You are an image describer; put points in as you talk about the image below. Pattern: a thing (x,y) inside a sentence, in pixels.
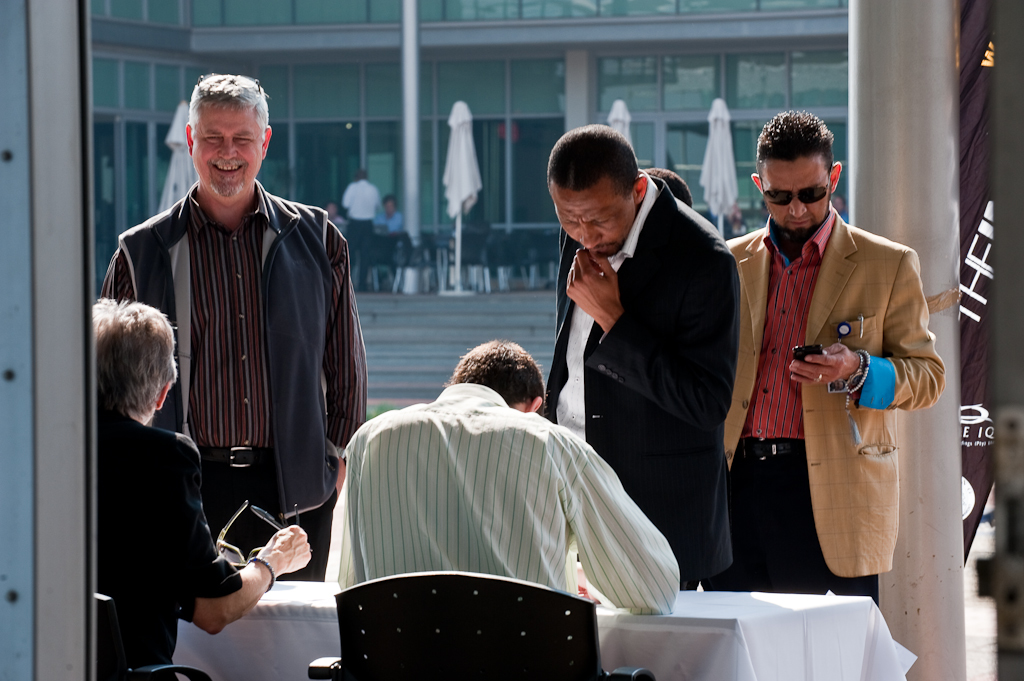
In this image I can see people (315,376) where few are sitting on chairs (556,672) and few are standing. I can see most of them are wearing shirt (812,248) and here I can see one of them is wearing shades (777,191). In the background (410,250) I can see few chairs (383,254), few white colour things (170,193), few more people (363,257) and I can see this image is little bit blurry from background (479,263).
